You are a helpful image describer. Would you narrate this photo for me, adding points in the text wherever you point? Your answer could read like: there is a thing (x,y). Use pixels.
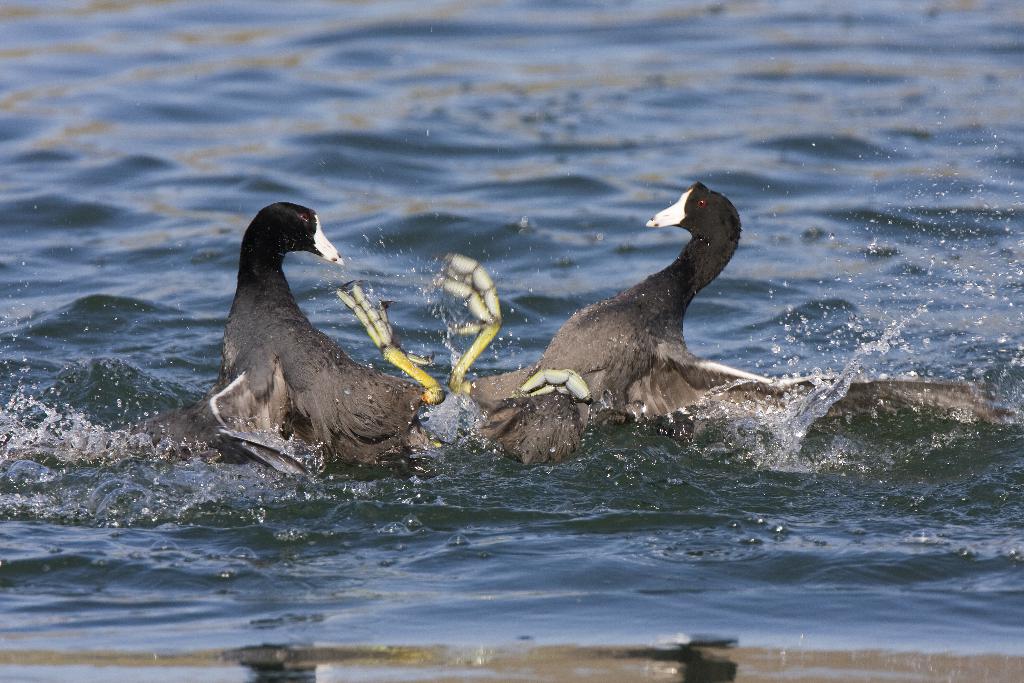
In this image I can see there are two birds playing on the water (345,111), and background (117,182) is water (72,233).
